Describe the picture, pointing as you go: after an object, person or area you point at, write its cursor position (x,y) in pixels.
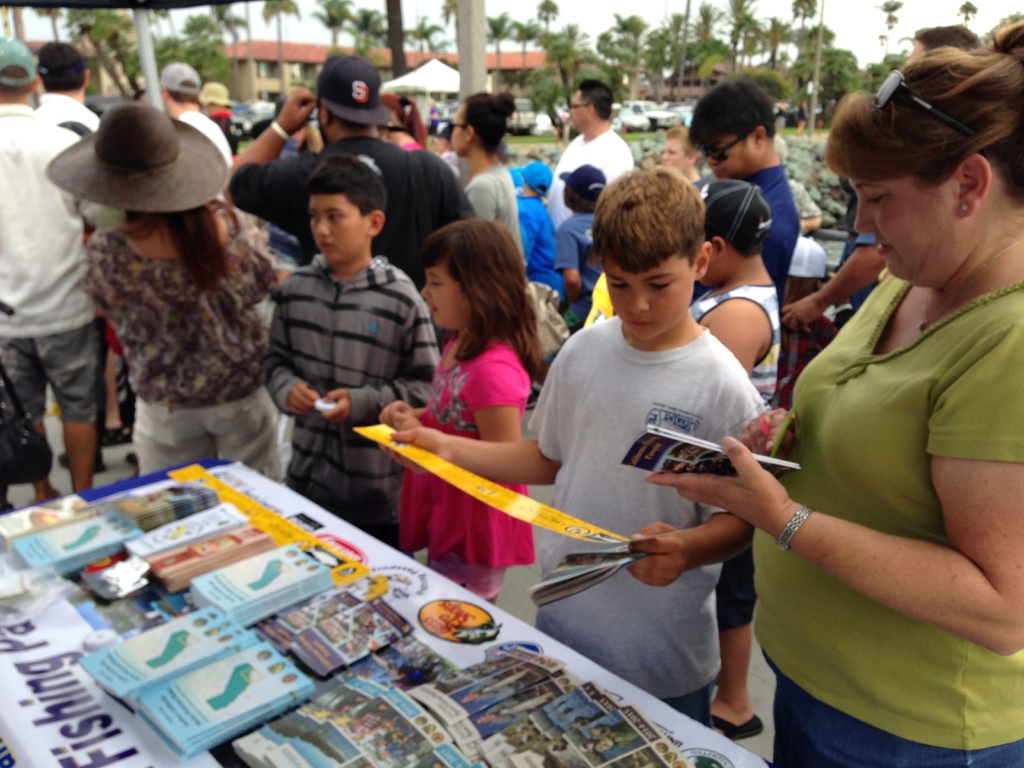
In this image there are many people (333,443). At the bottom of the image (20,521) there is a stall (382,562) with books (74,529) on it. At the center of the image (536,365) there is a girl (536,378) wearing pink color dress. At the background of the image (706,42) there are many trees (214,68).
